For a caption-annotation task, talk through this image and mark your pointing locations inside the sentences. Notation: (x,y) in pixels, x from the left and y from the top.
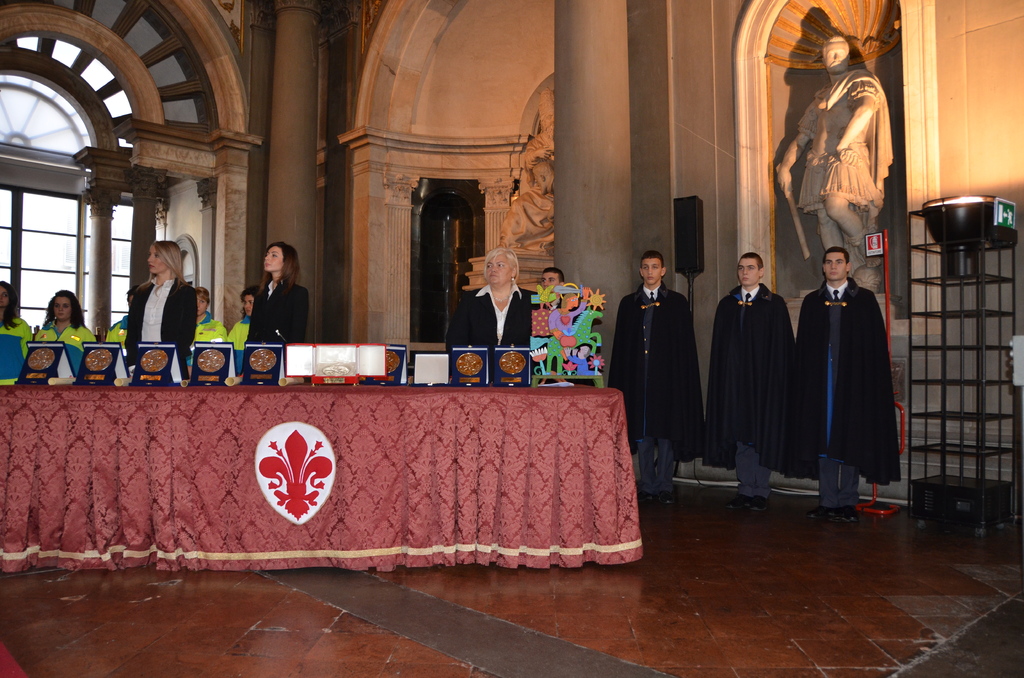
In this image we can see people (510,336) standing on the floor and a table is placed in front of them. On the table (576,418) we can see tablecloth (360,388), mementos (429,360) and a decor (562,314). In the background (832,101) there are statues (821,194), windows (54,90), pillars (202,206) and an electric light (956,206).
